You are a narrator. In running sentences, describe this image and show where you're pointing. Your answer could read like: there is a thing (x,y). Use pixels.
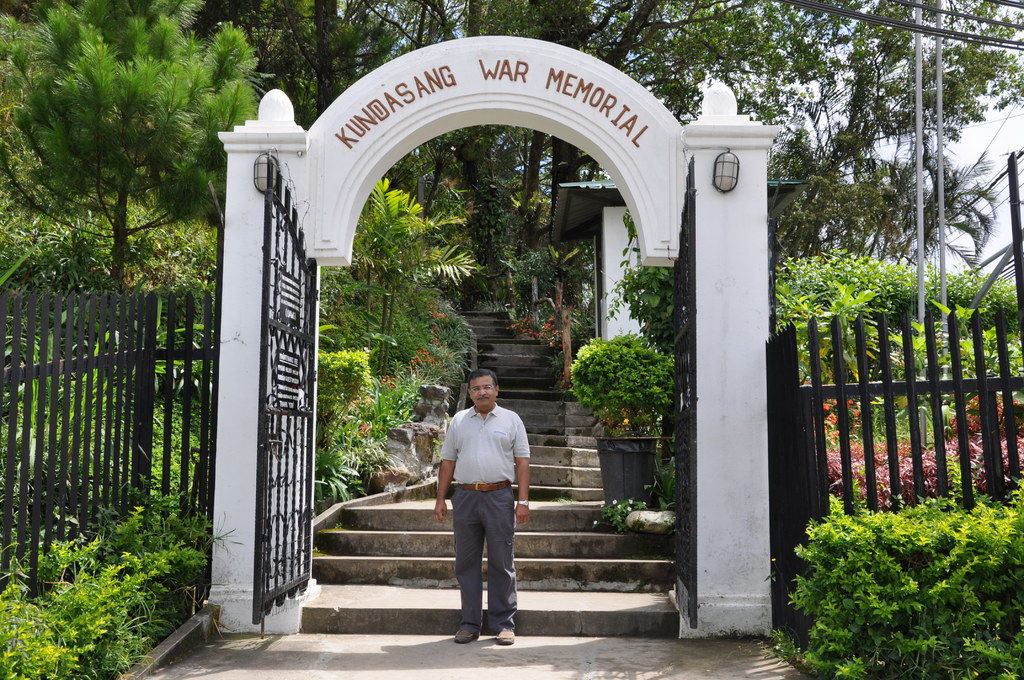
In this image we can see sky (864,9), poles (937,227), cables (886,21), trees (164,118), grills (78,363), stairs (522,359), house plants (597,360), bushes (140,544), name board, arch (230,299) and a person (467,594) standing on the floor (488,642).
